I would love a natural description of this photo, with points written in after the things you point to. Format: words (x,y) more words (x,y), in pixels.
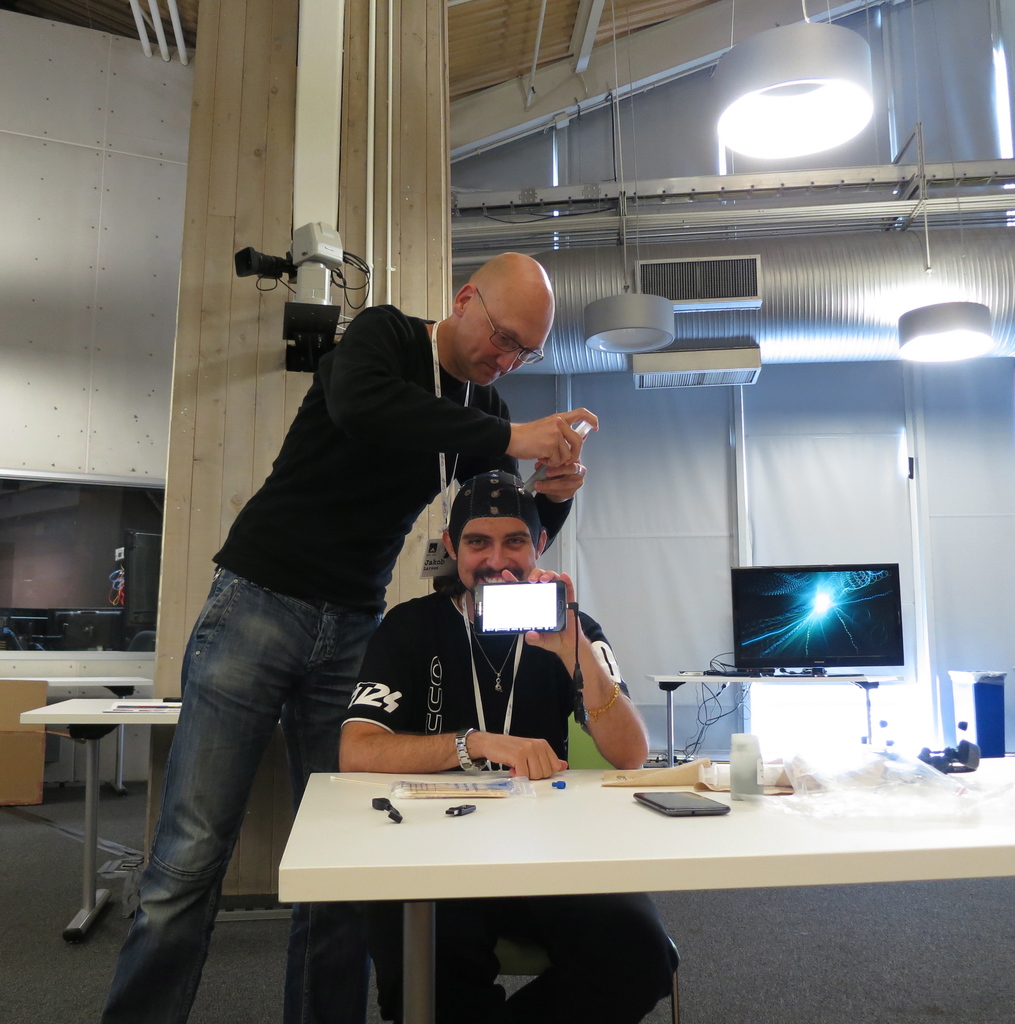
In this picture there is a man (507,662) sitting on the chair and holding a phone (491,606). There is also other man (416,460) standing and holding an object (583,432). There is a tablet (683,807), cover (856,804), bottle (758,765) on the table (696,850). There is a television (822,644), light (822,131) and few objects (985,707).
